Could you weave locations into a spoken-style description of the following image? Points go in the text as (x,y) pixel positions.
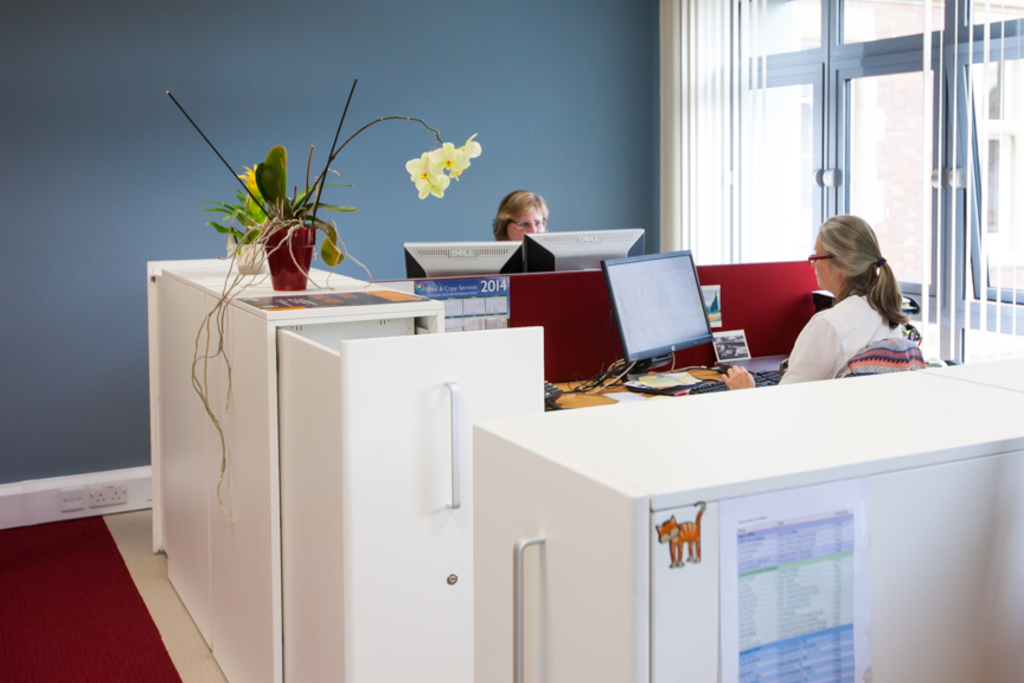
In this picture we can see two women (802,339) sitting on the chairs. And these are the monitors (633,239). This is the table (691,374). On the table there is a keyboard (763,383). And this is the floor (94,592). And there is a wall (140,159). Here we can see a flower vase (306,232). And these are the yellow color flowers (432,162).
